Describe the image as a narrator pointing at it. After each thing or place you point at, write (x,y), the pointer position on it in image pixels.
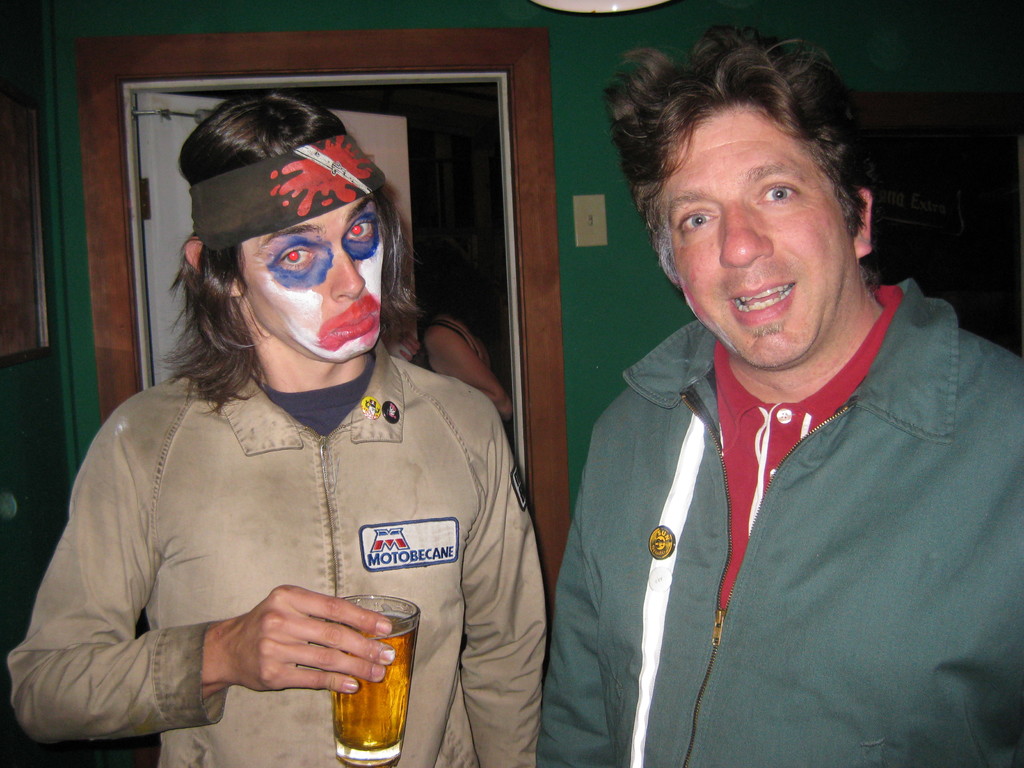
In this image, we can see few people (383,507). Here a person (395,495) is holding a glass (405,681) with liquid (388,668). Background (615,324) there is a wall (574,356), door (180,313).
